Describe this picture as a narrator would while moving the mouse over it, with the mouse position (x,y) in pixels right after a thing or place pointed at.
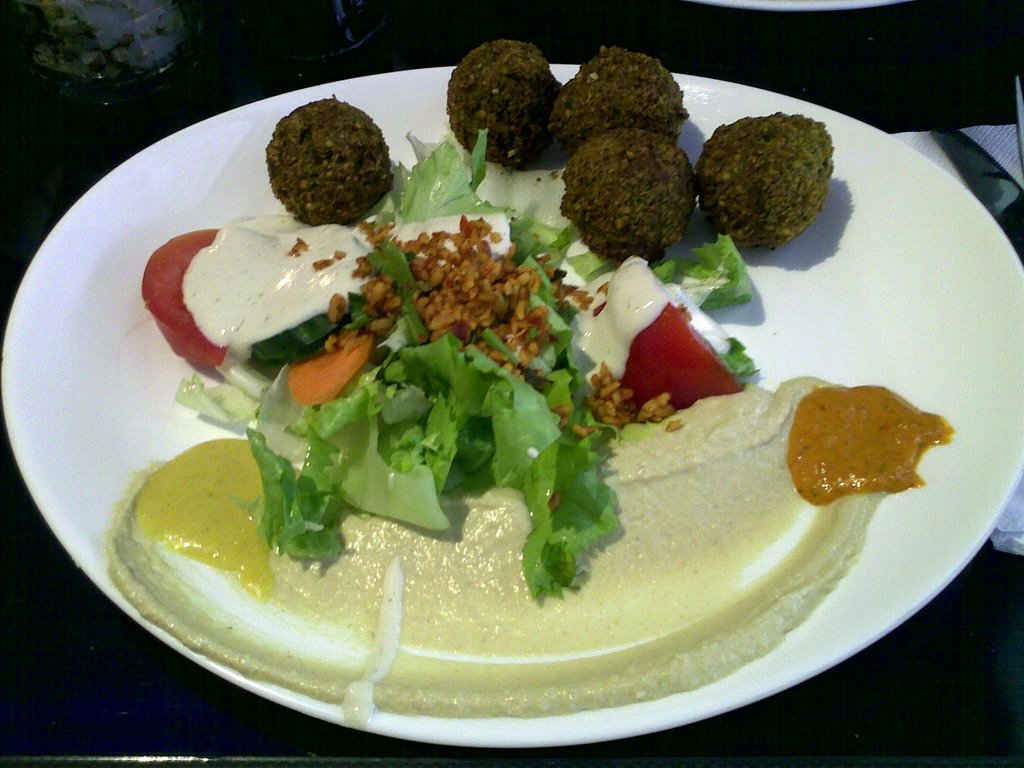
In the picture I can see the chutneys (515,505), vegetables (566,363) and food items (504,108) are kept on the plate (807,259). These are looking like glass (322,9) on the table (258,73) on the top left side of the picture (103,25). I can see the butter knife (1004,190) and a tissue (1002,159) on the table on the right side (1015,159).
